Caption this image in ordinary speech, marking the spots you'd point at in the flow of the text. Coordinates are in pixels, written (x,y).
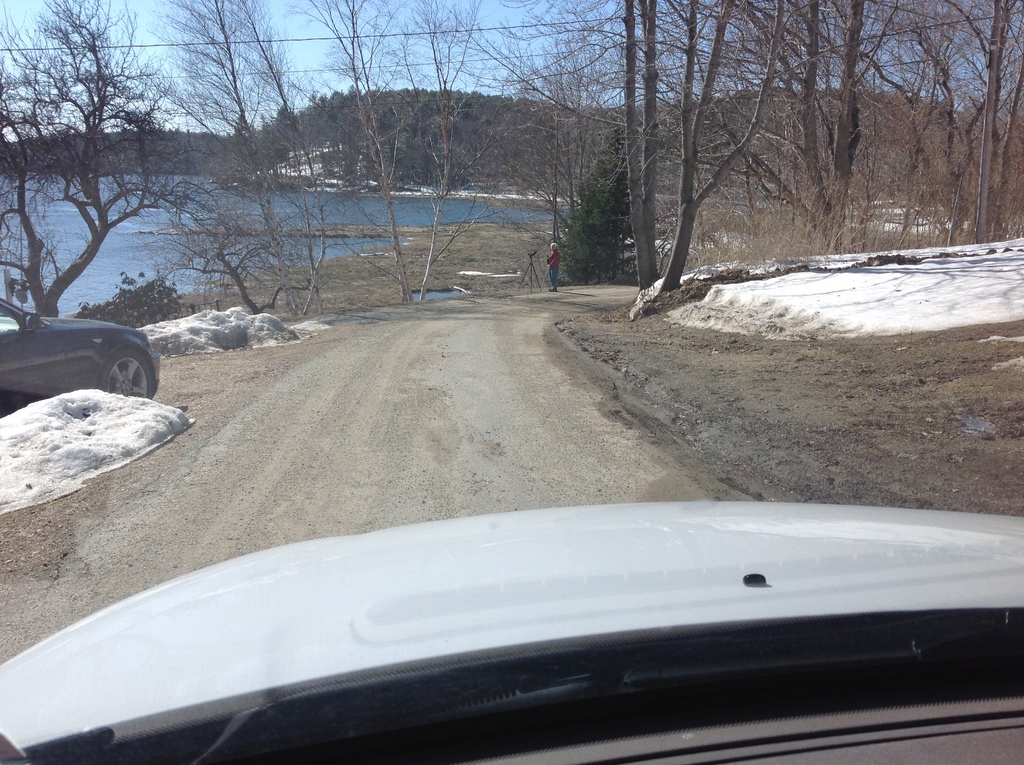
In this image we can see trees (396,124), sand (708,372), vehicles (443,647), water (291,243) and we can also see a person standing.
